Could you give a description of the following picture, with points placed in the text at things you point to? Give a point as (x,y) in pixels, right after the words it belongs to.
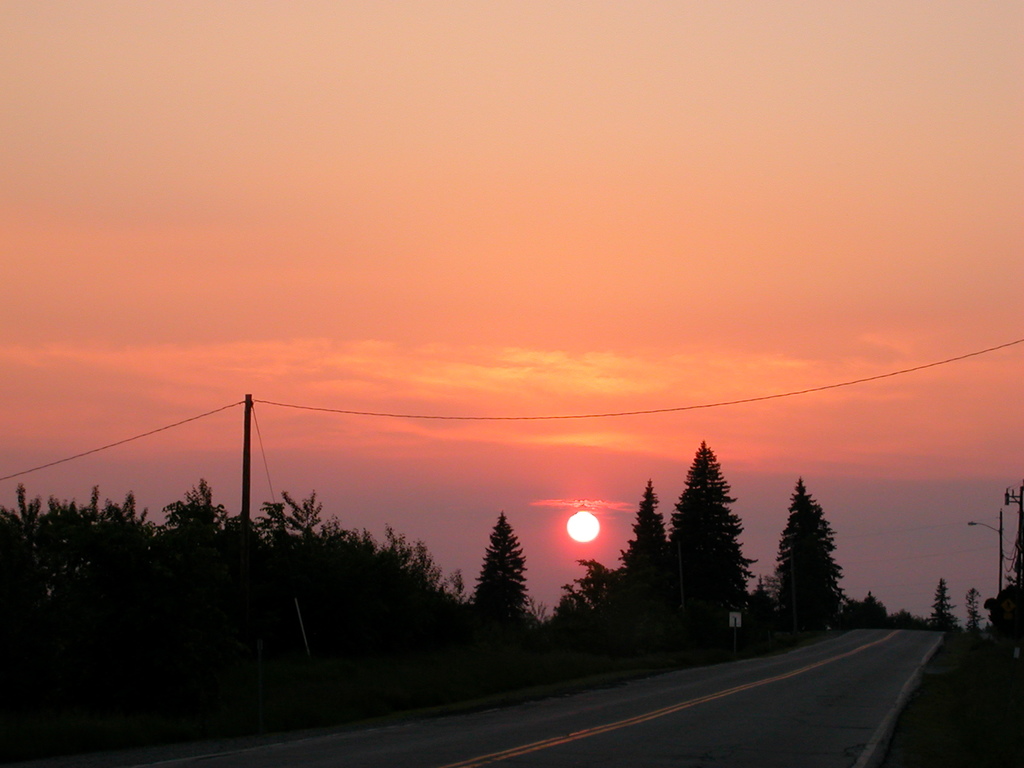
In this image we can see road (812,663), trees (391,646), pole (243,588), sun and sky (504,331).
